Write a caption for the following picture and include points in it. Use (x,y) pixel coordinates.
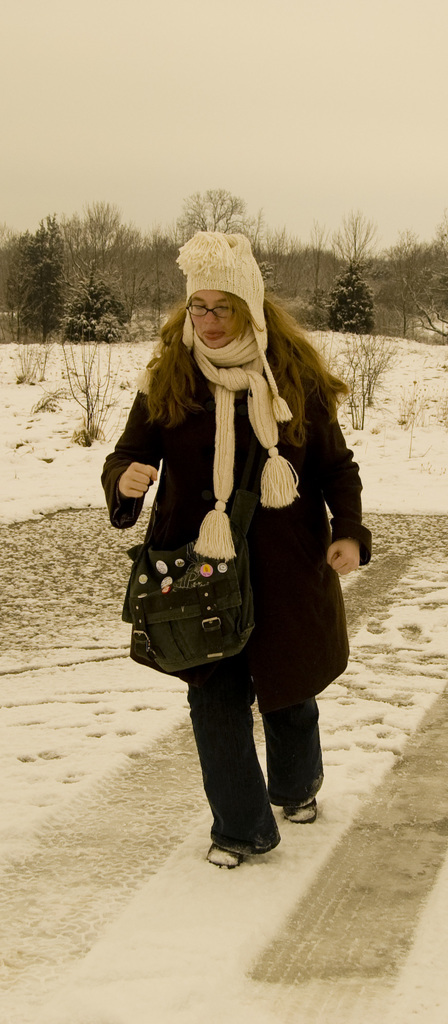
In the image in the center (228,500), we can see one person (270,561) walking and she is wearing white hat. In the background (61,312), we can see the sky (153,198), clouds (141,118), trees (61,312) and snow (66,405).
